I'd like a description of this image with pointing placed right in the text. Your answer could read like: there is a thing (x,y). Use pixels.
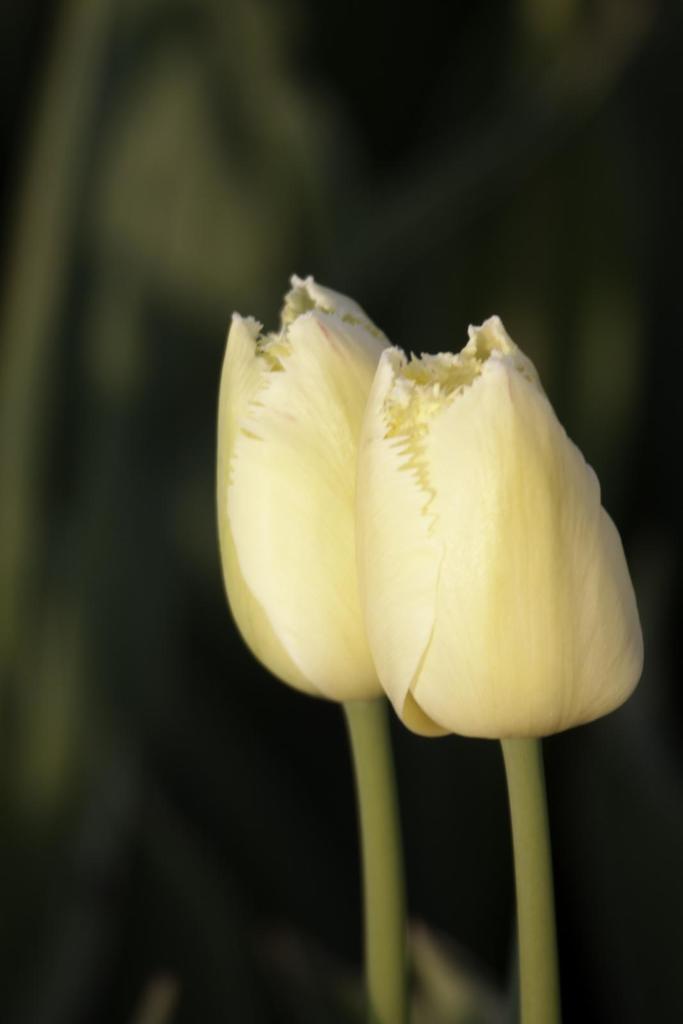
In this image I can see the white color flowers (364,520). Background (319,146) is in green and black color.
